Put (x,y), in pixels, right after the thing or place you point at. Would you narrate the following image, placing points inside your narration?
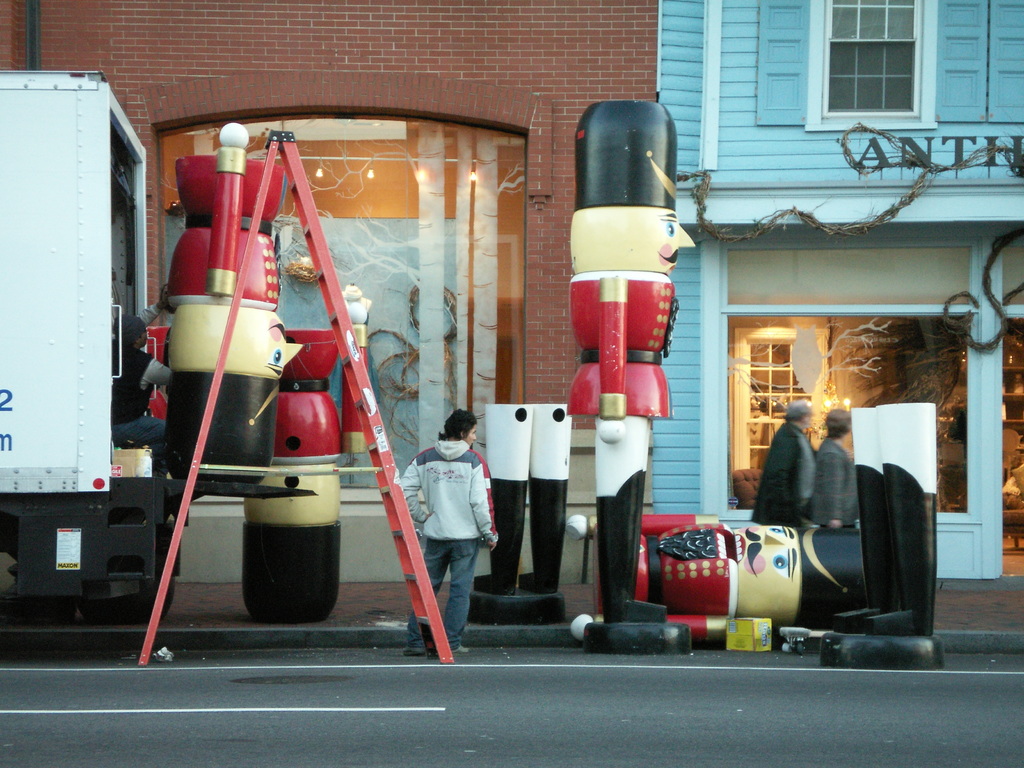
In this image I can see the road (363,678). To the side of the road (279,678) I can see the toys (606,276) and few people (846,500) with different color dresses (809,501). I can see the iron rod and the vehicle (13,206) to the left (8,187). In the background (524,91) I can see the buildings (657,85) with windows (843,72).
